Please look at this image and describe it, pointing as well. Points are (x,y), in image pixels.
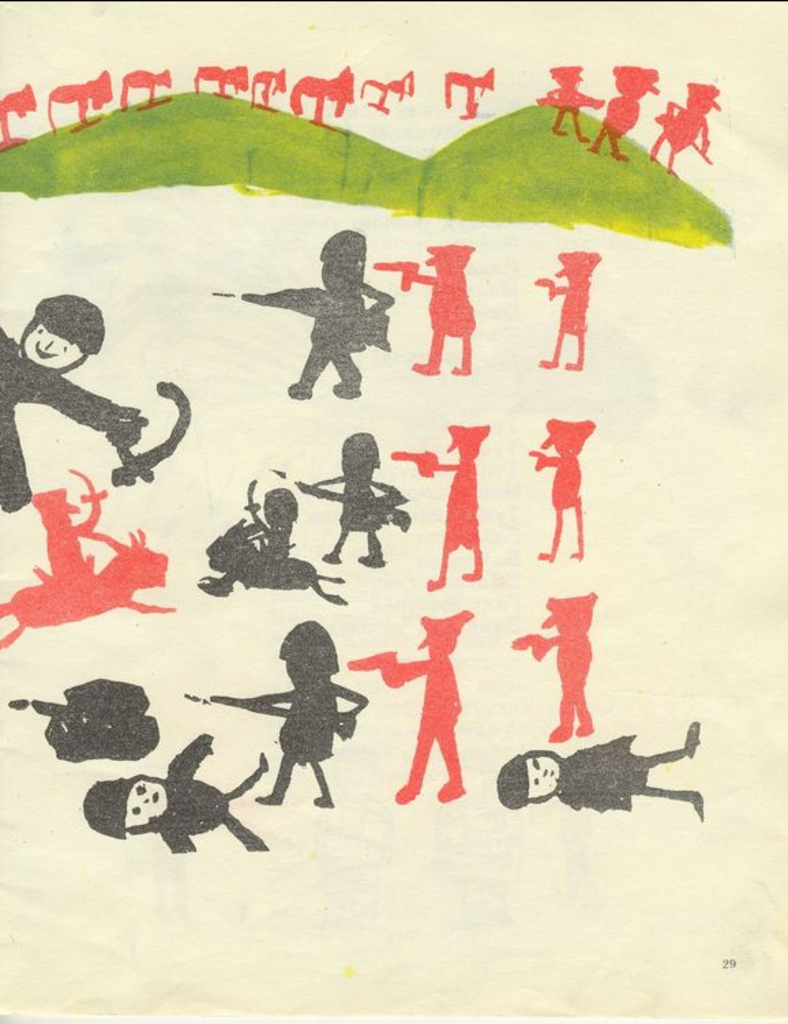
This is a drawing in this image there are some soldiers (324,798) and mountains (464,185).
